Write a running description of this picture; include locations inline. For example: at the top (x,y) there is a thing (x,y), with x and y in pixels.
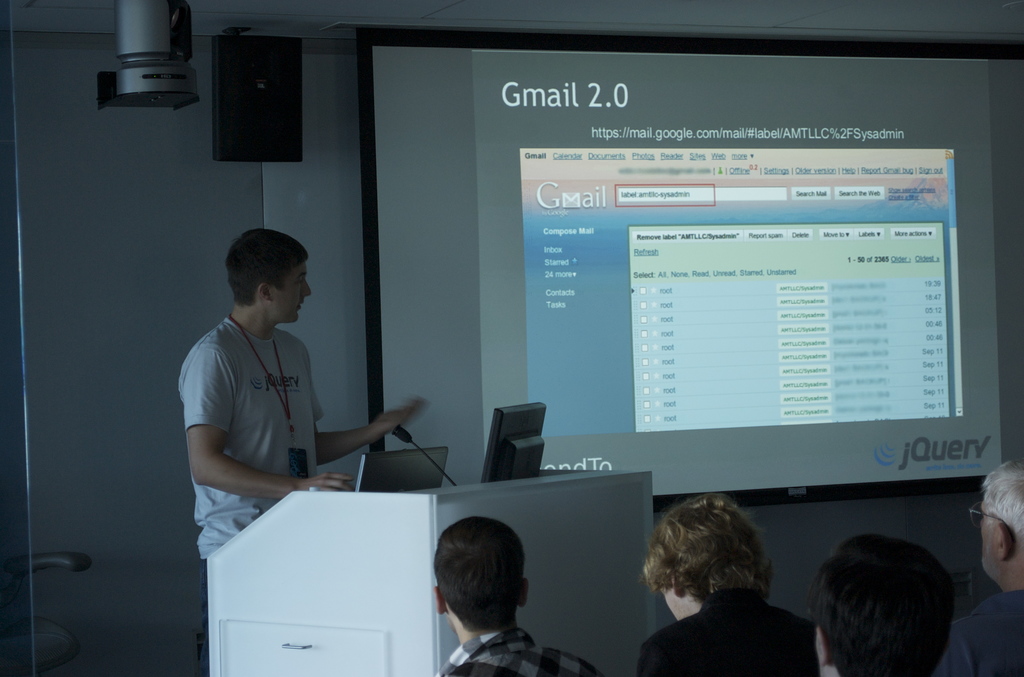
In this image in front (897,571) there are people (761,617). In front of them there is a person (385,428) standing in front of the dais (594,517). On top of the dais (525,482) there are laptops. There is a mike (439,470). In the background of the image (481,443) there is a screen (816,287). There is a wall (153,199). There is a speaker (273,151). Beside the speaker (240,63) there is some object (155,44).
